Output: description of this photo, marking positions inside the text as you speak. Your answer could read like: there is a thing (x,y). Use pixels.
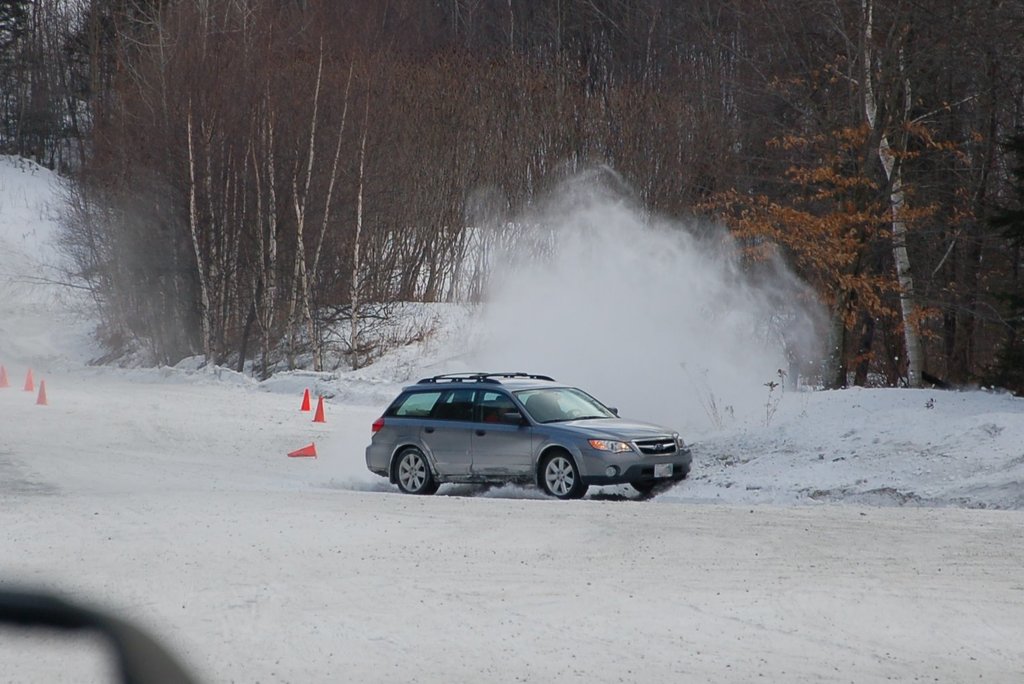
In this image there is car (536,432) in the center (505,442). In the background (233,235) there are trees (643,197) and on the ground (261,531) there is snow (453,564).
